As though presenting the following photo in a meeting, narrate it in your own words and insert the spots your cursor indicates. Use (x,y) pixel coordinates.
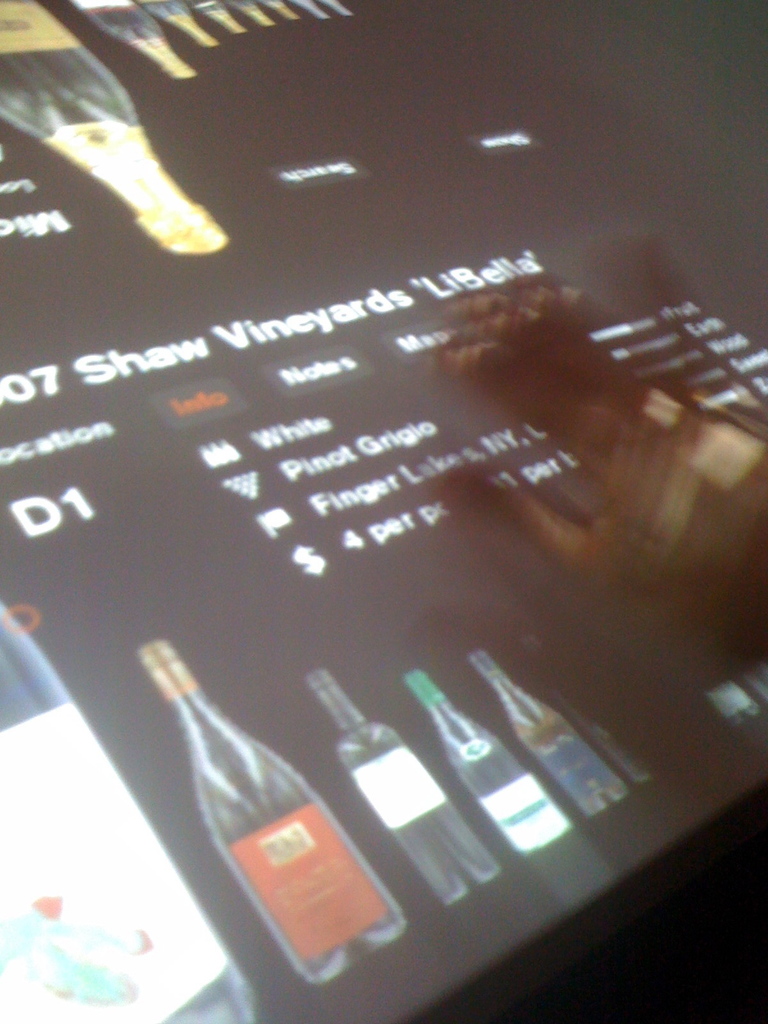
In this picture it looks like a screen (178,494) in the front (268,663), we can see pictures (517,765) of bottles (87,83) and some text (377,291) on the screen (178,292), on the right side (601,523) there is a person's hand (601,523).
